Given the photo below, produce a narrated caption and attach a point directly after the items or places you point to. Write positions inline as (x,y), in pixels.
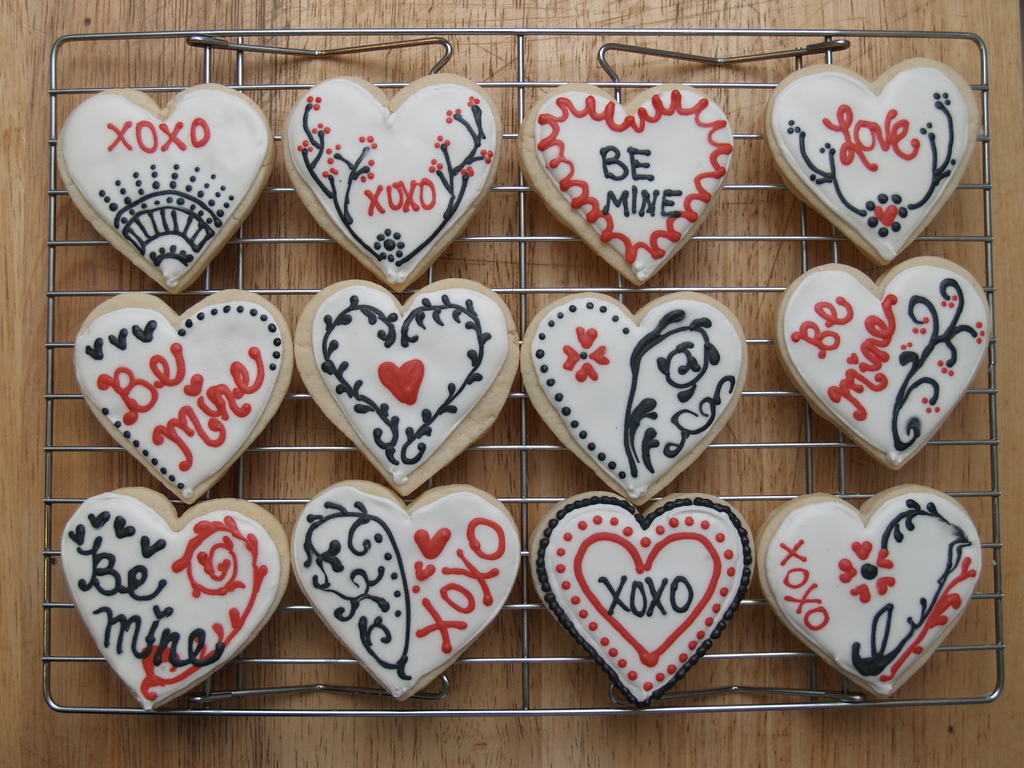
In this image I can see few white colour things (864,226) on grills (407,64). I can also see few designs (652,415) and I can see something is written on these things (603,441).
